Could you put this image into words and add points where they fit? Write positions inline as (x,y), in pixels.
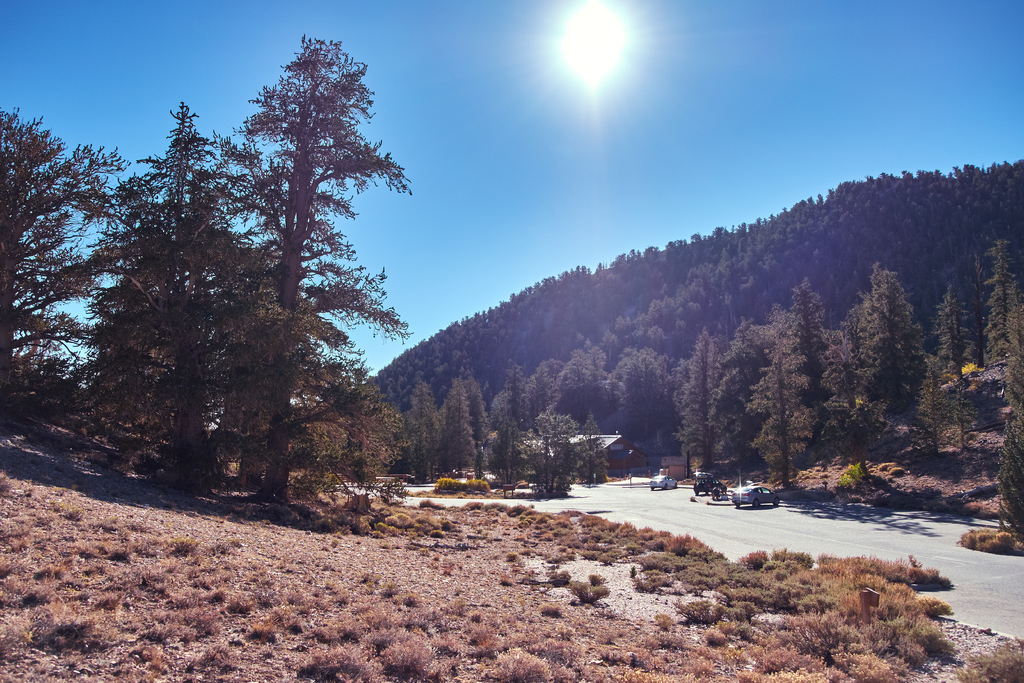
In the picture we can see a road (829,522) on it, we can see some cars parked near to it, we can see a house (634,471) and beside the house (612,473) we can see some trees (546,492) and on the opposite side, we can see a grass surface (619,536) with grass plants (722,579) and trees (295,488) and in the background (559,409) also we can see a hill (488,393) with trees (646,292) and sky (600,204) with sun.
